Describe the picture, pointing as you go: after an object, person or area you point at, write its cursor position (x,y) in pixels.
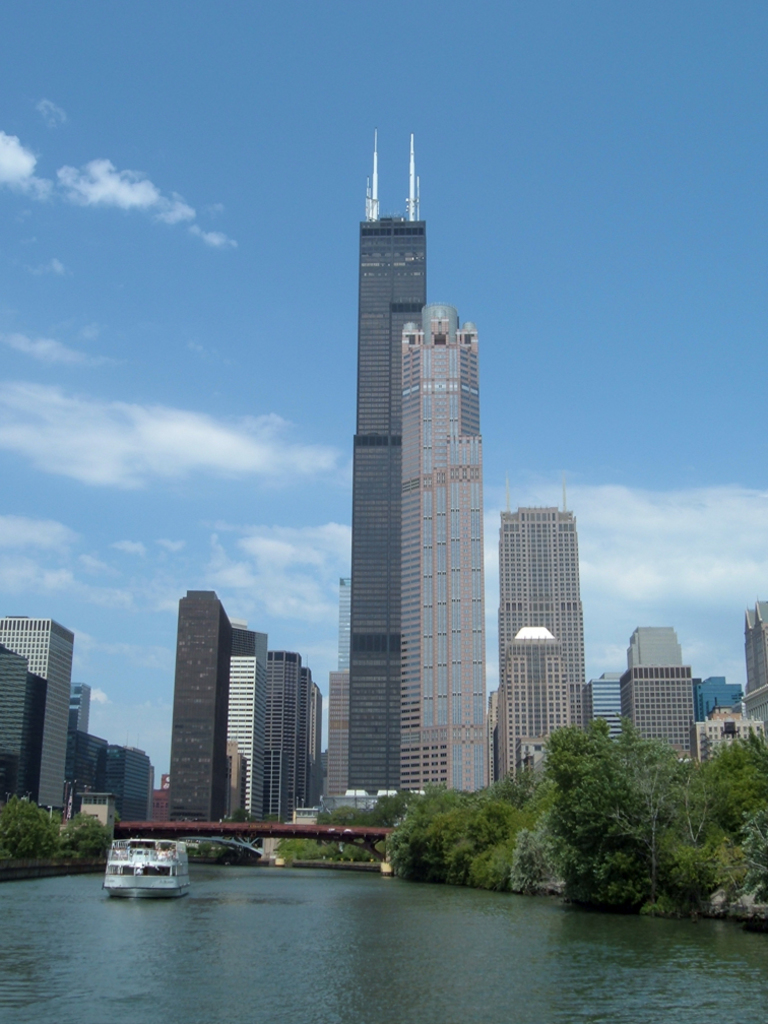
In the picture we can see a water (716,1023) on it, we can see a boat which is white in color and on the other sides of the water (474,923) we can see trees (472,795) and behind the boat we can see a bridge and behind it we can see tower buildings (347,677) with glasses (279,722) in it and behind it we can see a sky (245,442) with clouds (245,442).
